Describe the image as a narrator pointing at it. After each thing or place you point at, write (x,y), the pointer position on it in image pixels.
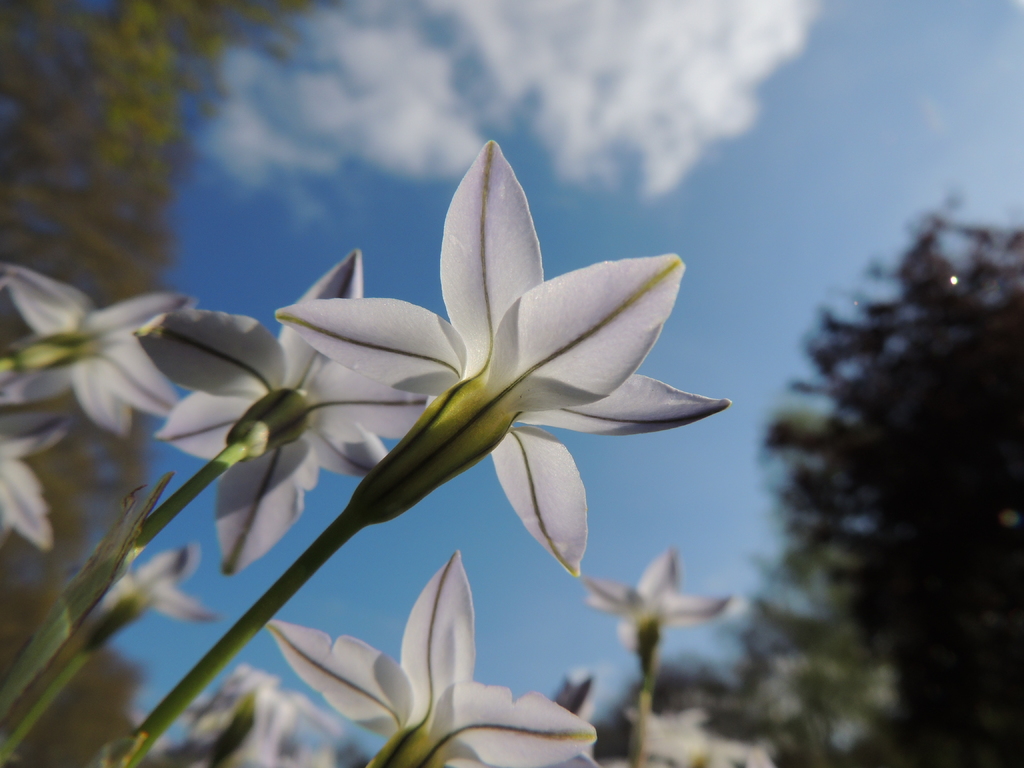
On the left side (336,667), there are plants (318,653) having white color flowers (223,330). In the background (202,283), there are trees (1008,503) and there are clouds (453,69) in the blue sky (742,179).
